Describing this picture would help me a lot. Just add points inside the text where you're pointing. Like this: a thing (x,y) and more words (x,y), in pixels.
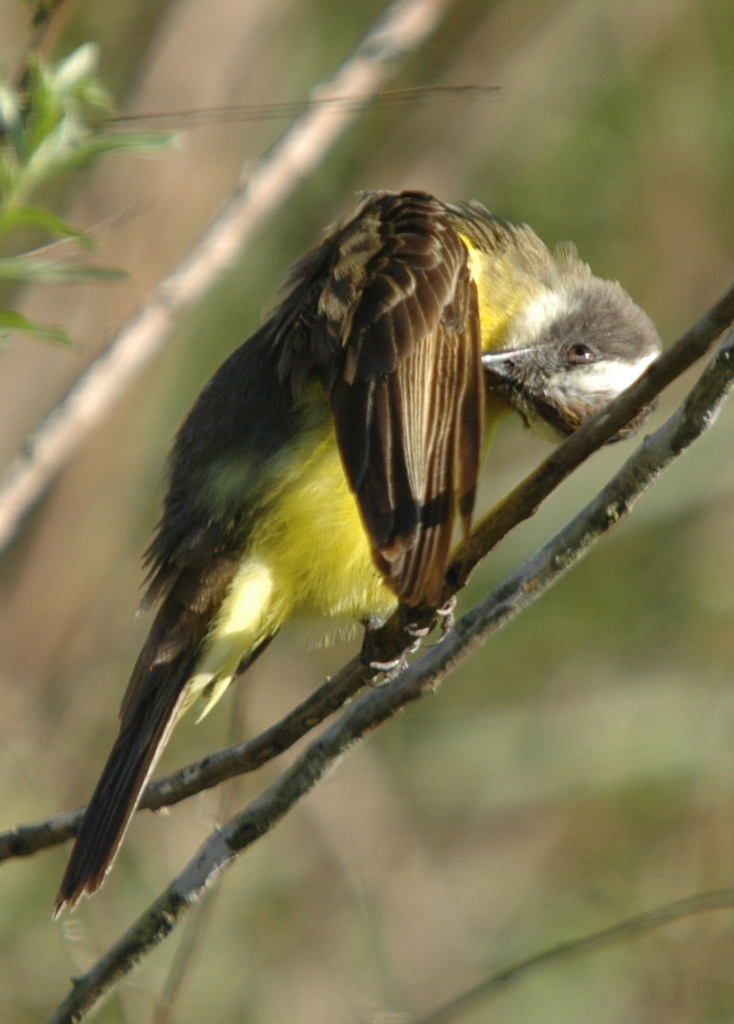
This picture is clicked outside. In the center (397,535) there is a bird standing on the stem (694,337). In the background (78,119) we can see the plants (67,138), stems (419,31) and some other objects (307,733).
